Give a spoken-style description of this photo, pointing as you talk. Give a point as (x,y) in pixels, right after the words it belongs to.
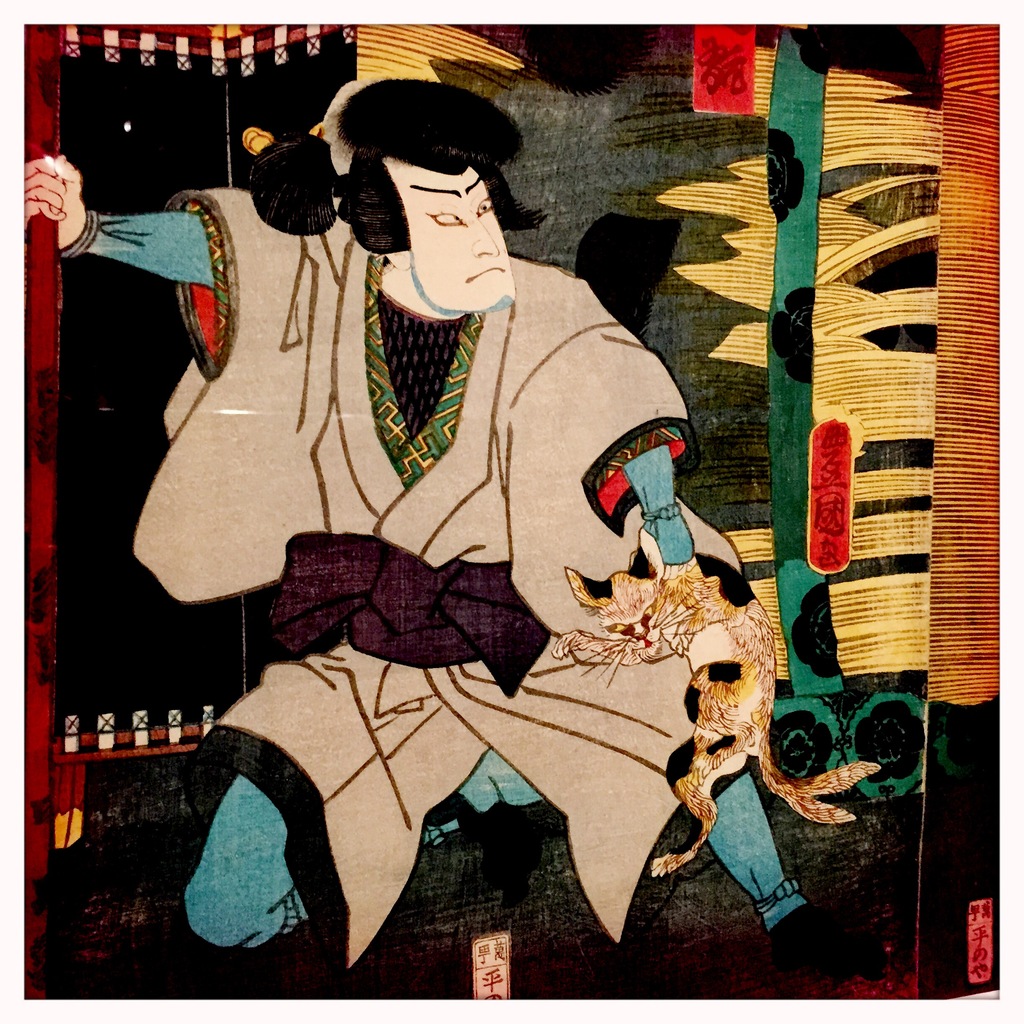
In this picture I can see a painting (578,565) of a person (546,699) holding a cat (730,716).
